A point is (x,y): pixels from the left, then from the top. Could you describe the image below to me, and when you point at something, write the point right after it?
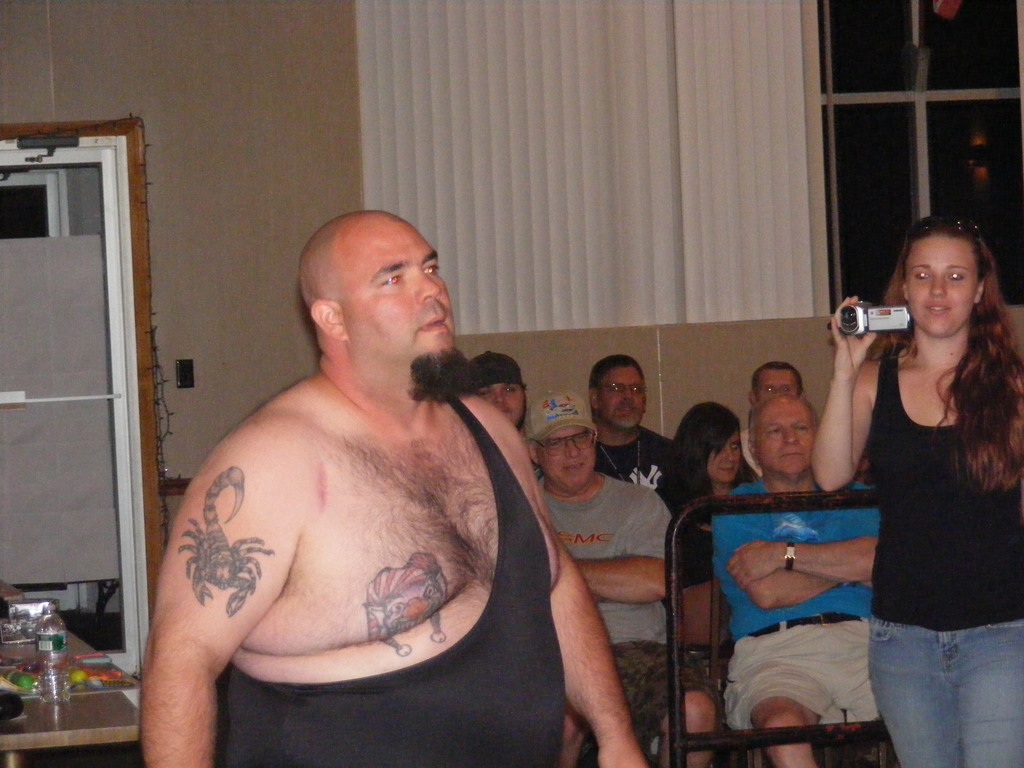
In this image we can see a man (443,641) on the left side (311,695). In the background (729,527) there are few persons (730,518) sitting on the chairs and a woman (923,385) is holding a camera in her hand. On the left side (49,651) there is a bottle (53,626) and objects (31,632) on a table (45,705), windows (41,487), wall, window blinds (662,115) and wall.
